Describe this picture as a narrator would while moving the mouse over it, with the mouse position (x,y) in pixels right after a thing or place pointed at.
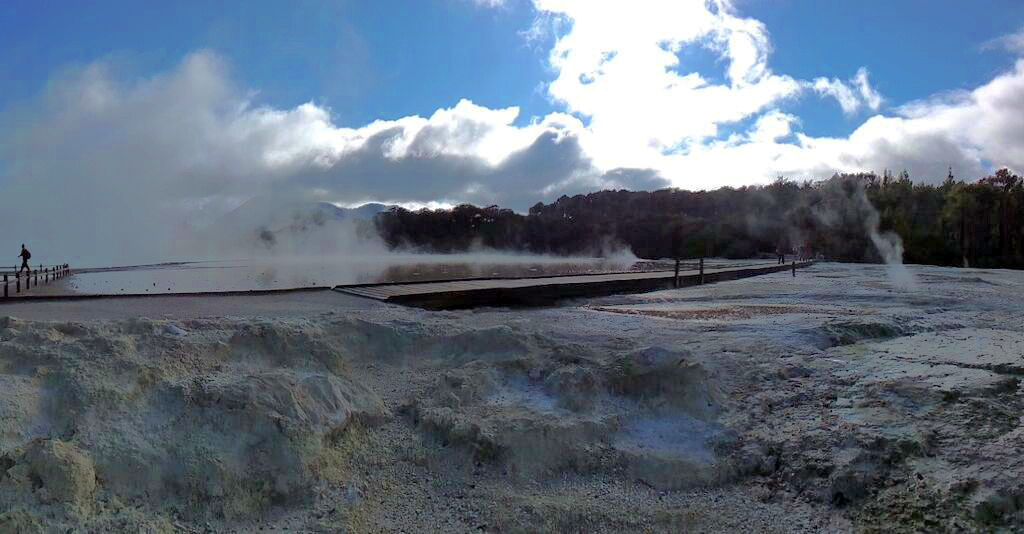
In this image in the center (343,264) there is water (316,267). On the left side (24,251) there is a person (27,263) walking. On the right side (723,202) there are trees (776,218) and there are persons (783,251) and the sky (572,123) is cloudy.
